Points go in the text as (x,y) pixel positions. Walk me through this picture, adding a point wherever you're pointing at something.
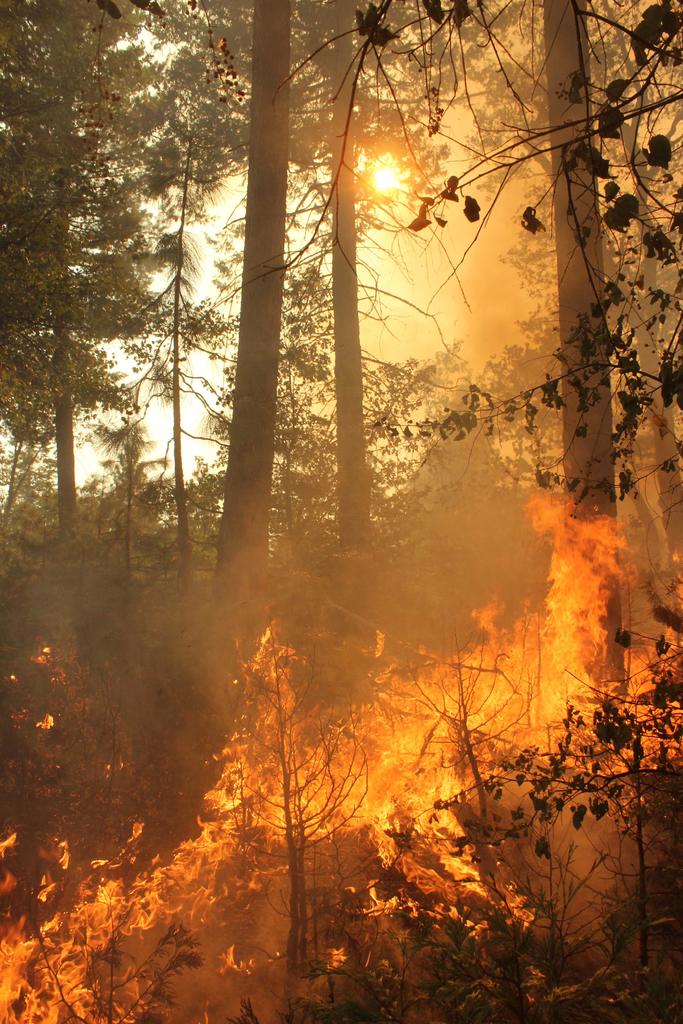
There is fire (448,676) on the trees (292,853). There are trees (575,362) in the back (232,325). Also there is sky (450,313) with sun (388,184) in the background (398,185).
